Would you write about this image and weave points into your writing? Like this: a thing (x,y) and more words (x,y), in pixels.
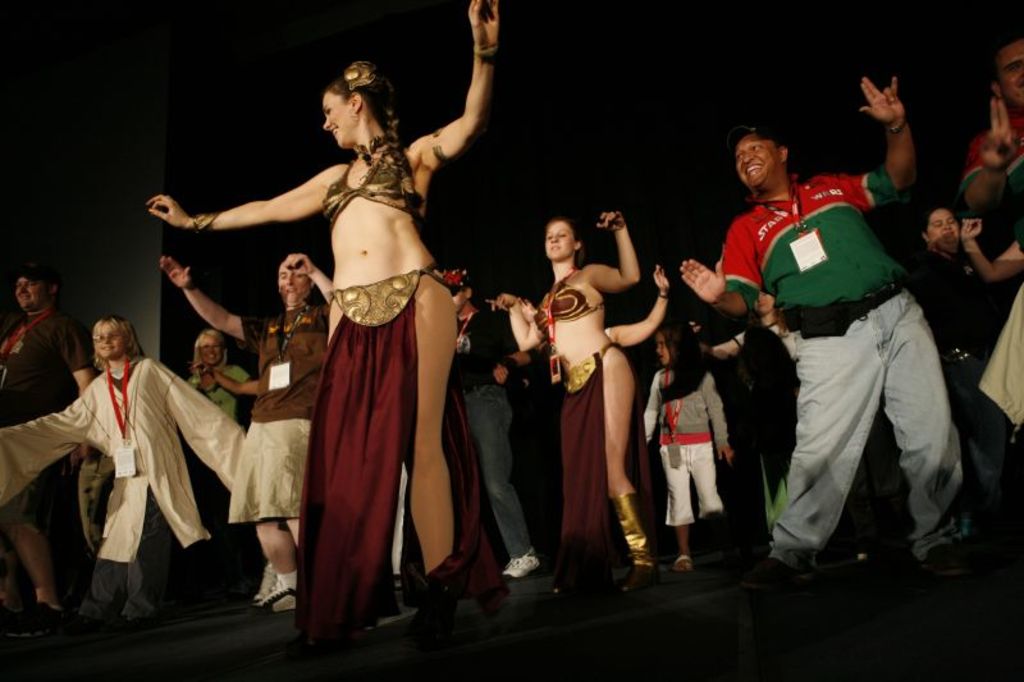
There are persons (123,400) in different color dresses (63,431), dancing on a stage (1020,532). And the background (138,26) is dark in color.
